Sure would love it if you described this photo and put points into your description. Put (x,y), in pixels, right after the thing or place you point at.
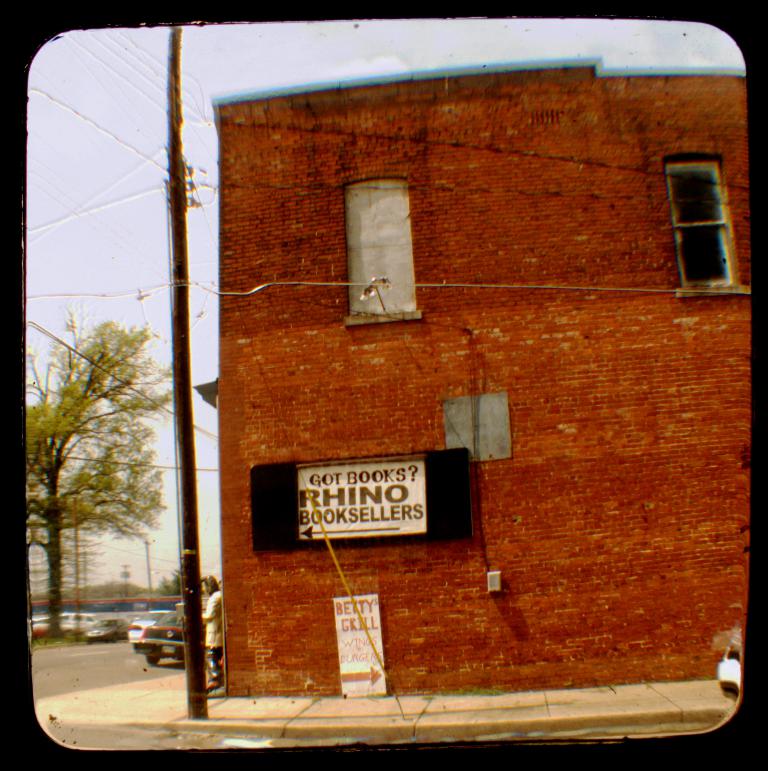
In this image we can see a building (377,90), there are some vehicles (141,651), poles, wires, trees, boards (351,667) with some text (347,652) and a person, in the background (191,137) we can see the sky (396,69).
